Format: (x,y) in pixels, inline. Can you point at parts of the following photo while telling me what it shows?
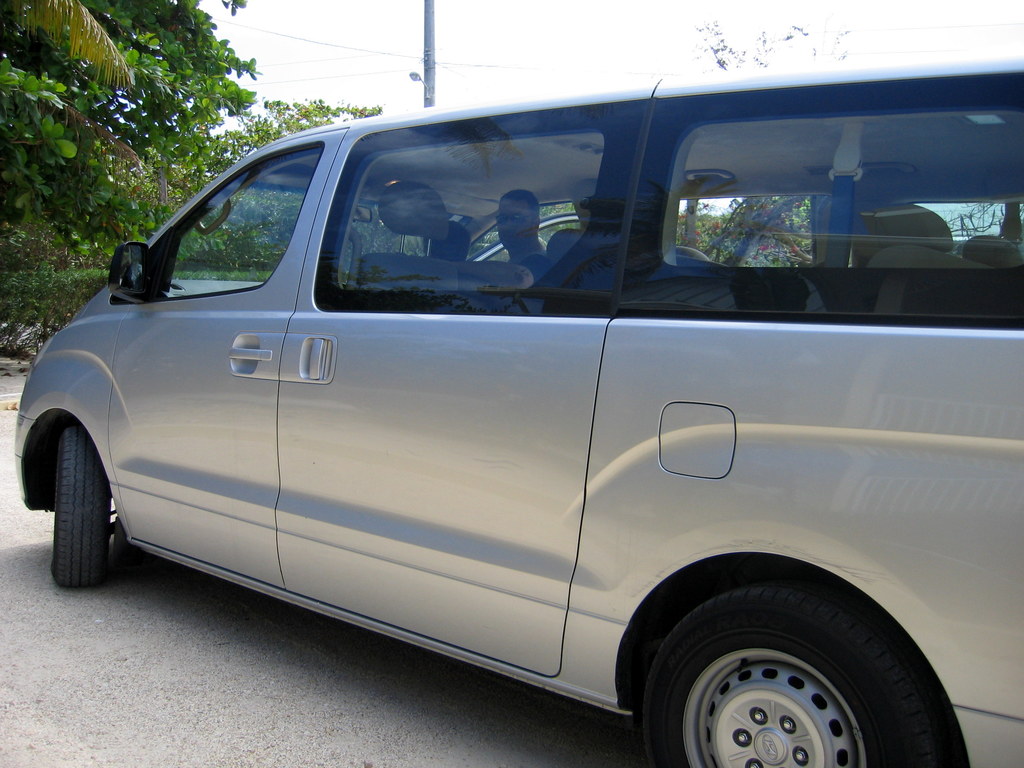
In this image I can see a vehicle (671,183) and a person (517,266) is sitting inside the vehicle (484,216) and watching the cam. On the left side of the image (0,105) I can see trees (27,52) and a pole (428,50) in the center of the image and at the top of the image (580,26) I can see the sky (583,44).
